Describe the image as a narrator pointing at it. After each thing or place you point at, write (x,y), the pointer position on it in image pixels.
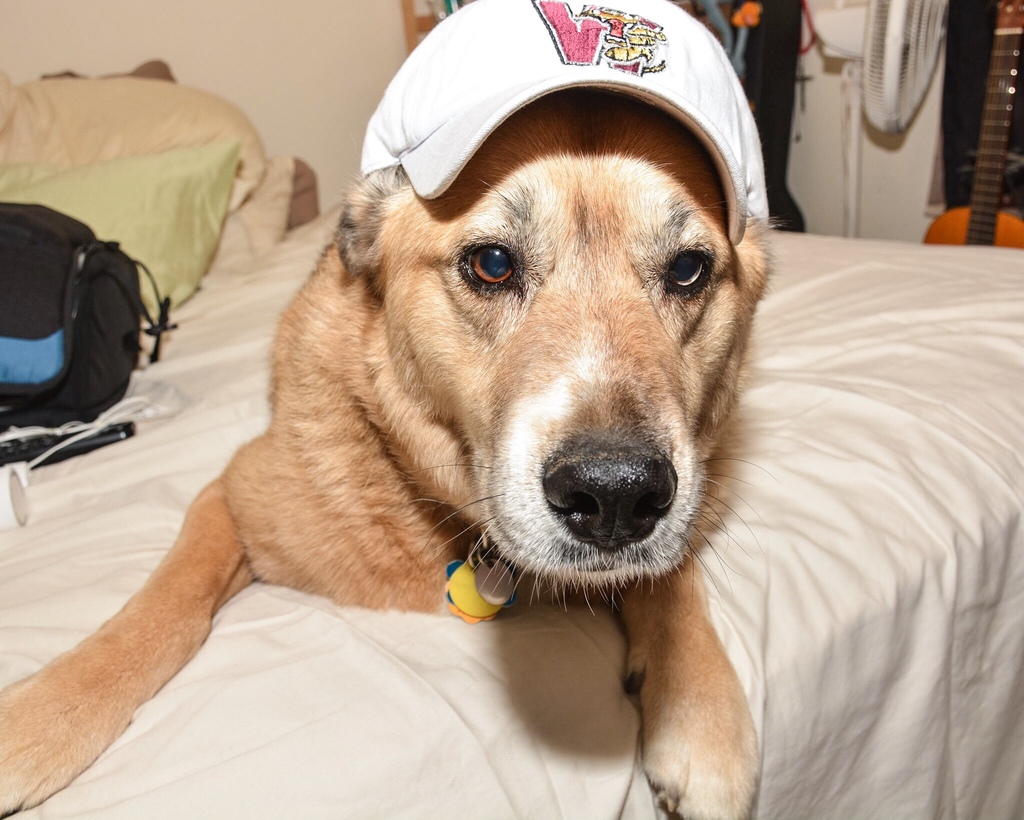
In this image, dog (512,547) is laying on the bed (531,683) and wearing cap (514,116). Background (8,402) we can see bag (78,334), few objects (189,246), table fan (859,150), guitar (988,127) and wall (264,84).
